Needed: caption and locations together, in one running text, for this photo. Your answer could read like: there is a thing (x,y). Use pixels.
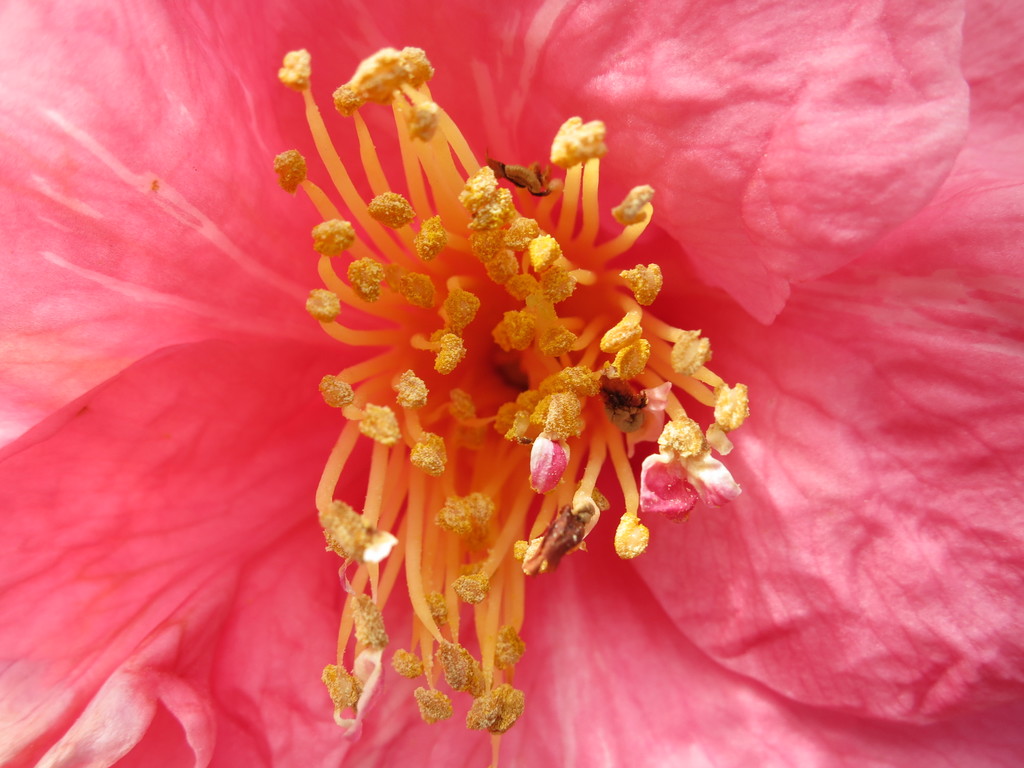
In the image there is a pink flower (185,191) with stigma (471,312) in the middle (450,380).
